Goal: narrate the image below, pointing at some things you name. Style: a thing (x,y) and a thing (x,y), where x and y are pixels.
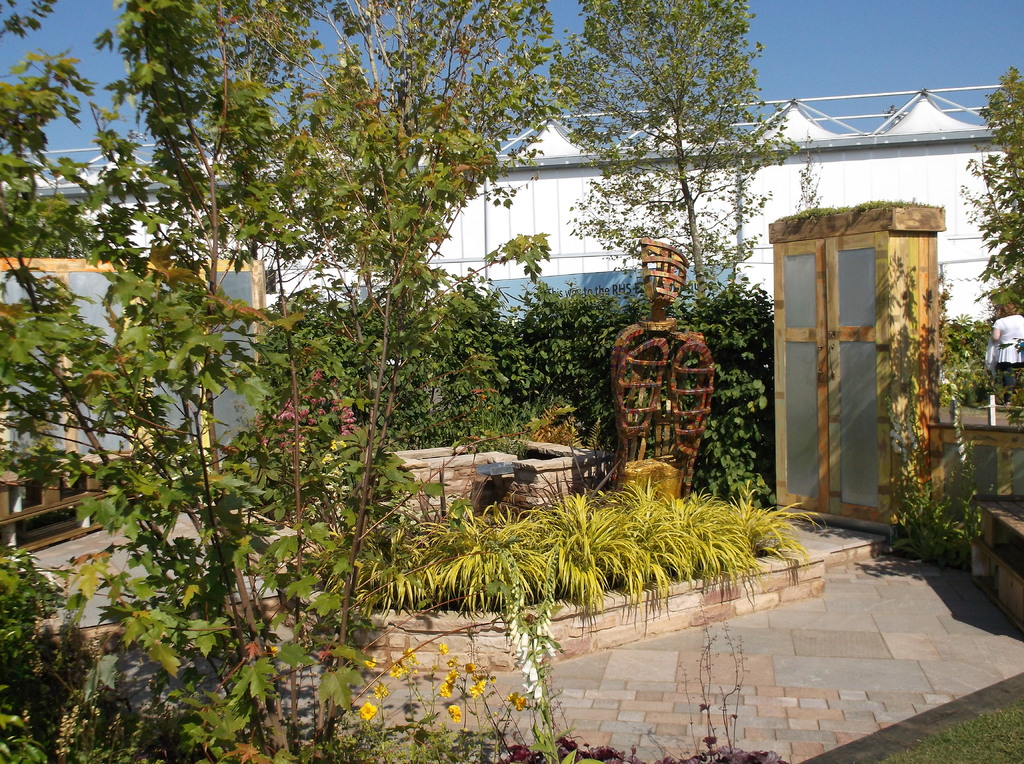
This place is looking like a garden (721,586). Here I can see some plants (495,538) and trees (187,486). On the right side (855,393) there is a cupboard (804,319). In the background (658,164), I can see a white color wall (936,181). On the top of the image (876,49) I can see the sky (867,49).
